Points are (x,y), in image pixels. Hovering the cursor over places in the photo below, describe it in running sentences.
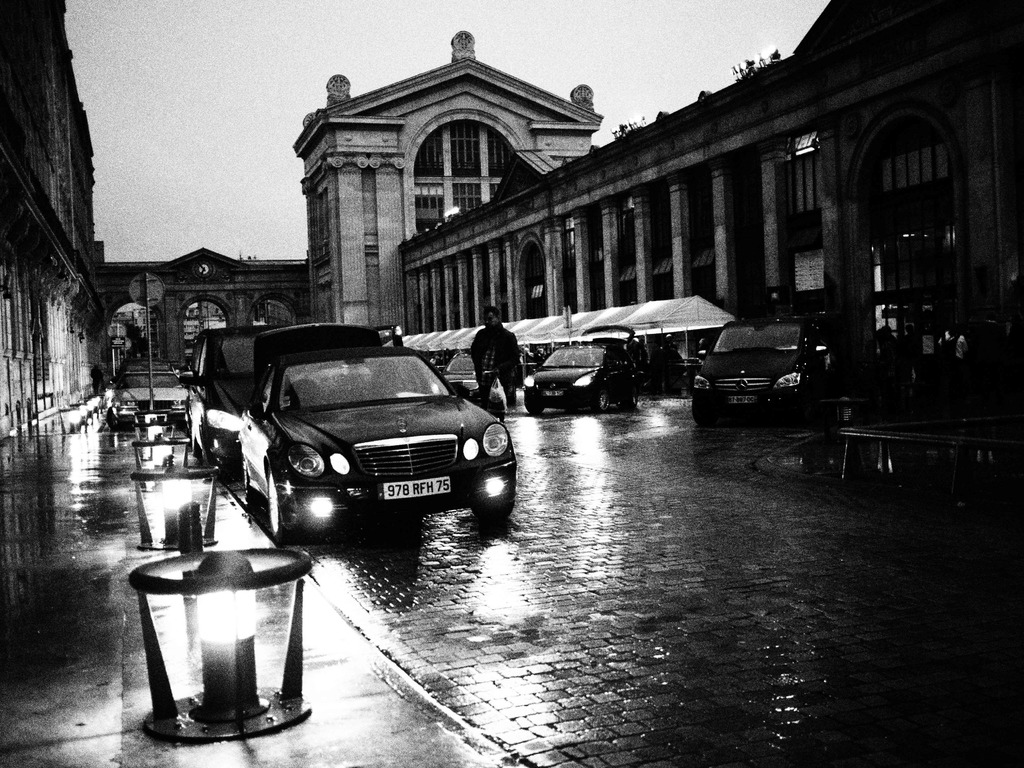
In this picture we can see vehicles (421,407) on the road (674,427), person (517,358), lights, tents (515,331), buildings (441,196) and some objects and in the background (186,125) we can see the sky (402,72).
